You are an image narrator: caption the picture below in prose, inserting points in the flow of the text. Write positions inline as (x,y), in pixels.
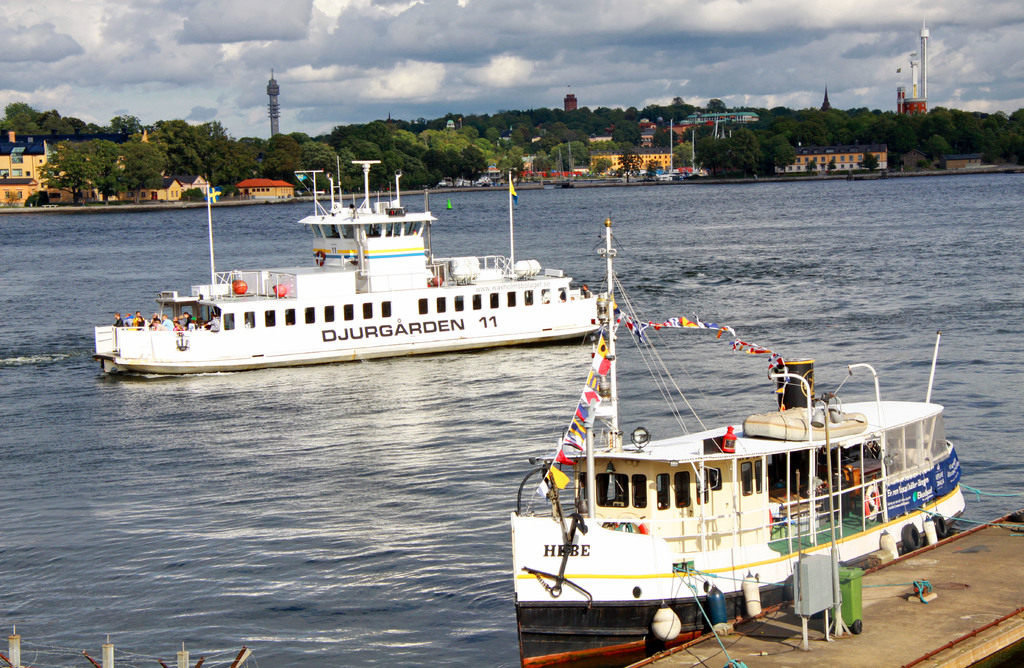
In this image, there are a few ships (291,361) with people (195,321) sailing on the water (287,464). We can see some houses (811,157), poles (671,144), trees (353,153), flags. We can also see the sky (701,51) with clouds (702,36). We can see the path (1006,590) with some objects (917,584) on the right (938,585). We can also see some objects (11,651) on the bottom left (102,654).
